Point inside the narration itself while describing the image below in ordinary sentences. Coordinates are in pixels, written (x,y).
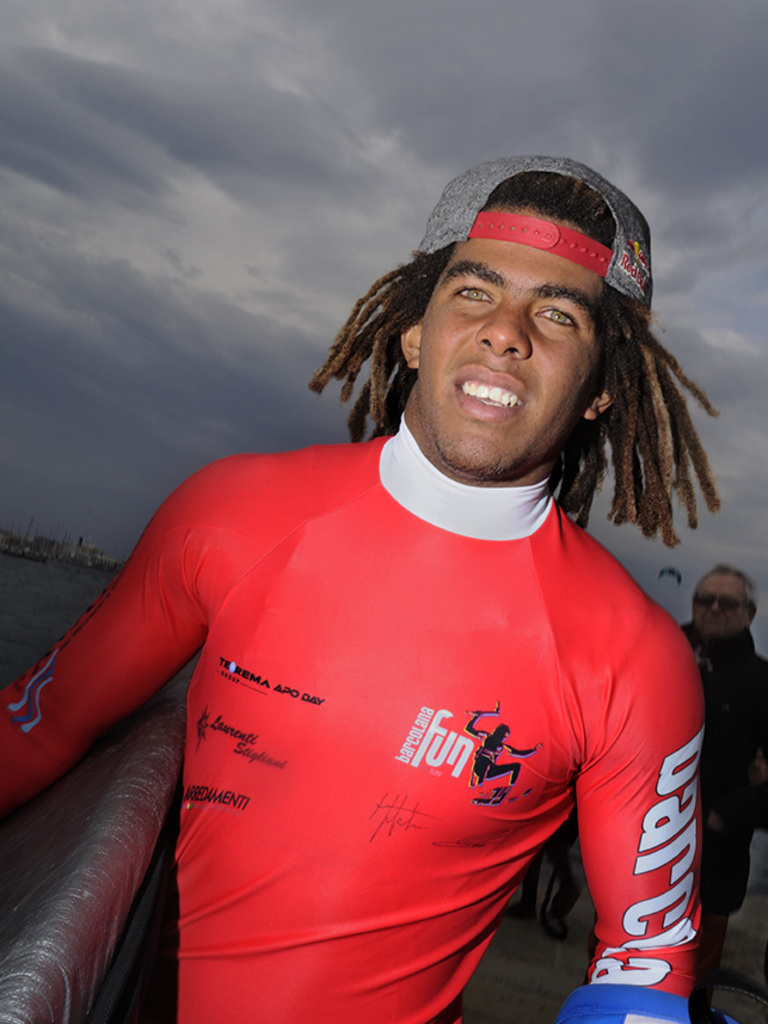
In the foreground of this image (465,831), there is a man (409,835) standing near a railing (121,818) and it seems like there are persons (559,902) in the background (696,620) are on the ship (538,979). In the background (63,610), there is water (85,606), few buildings (74,545), sky (221,235) and the cloud (248,133).
